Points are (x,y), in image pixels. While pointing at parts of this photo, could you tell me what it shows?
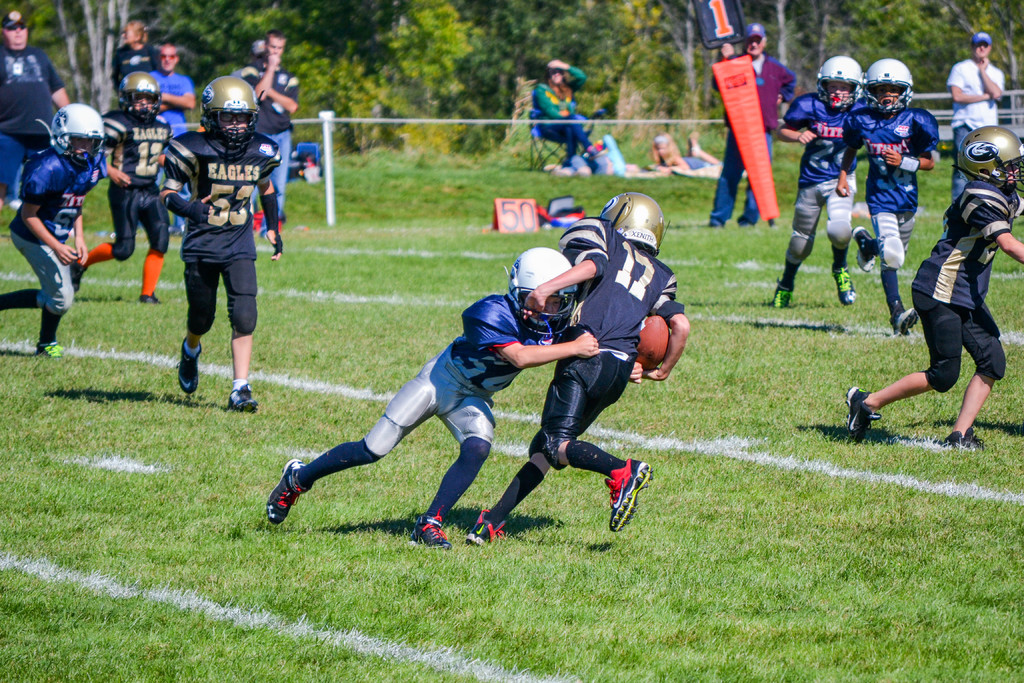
In this image there are group of people (59,166) playing a game with a ball (657,339), and in the background (386,128) there is grass (411,178), iron rods (1017,132), a person (551,62) sitting on the chair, plants (418,43).
